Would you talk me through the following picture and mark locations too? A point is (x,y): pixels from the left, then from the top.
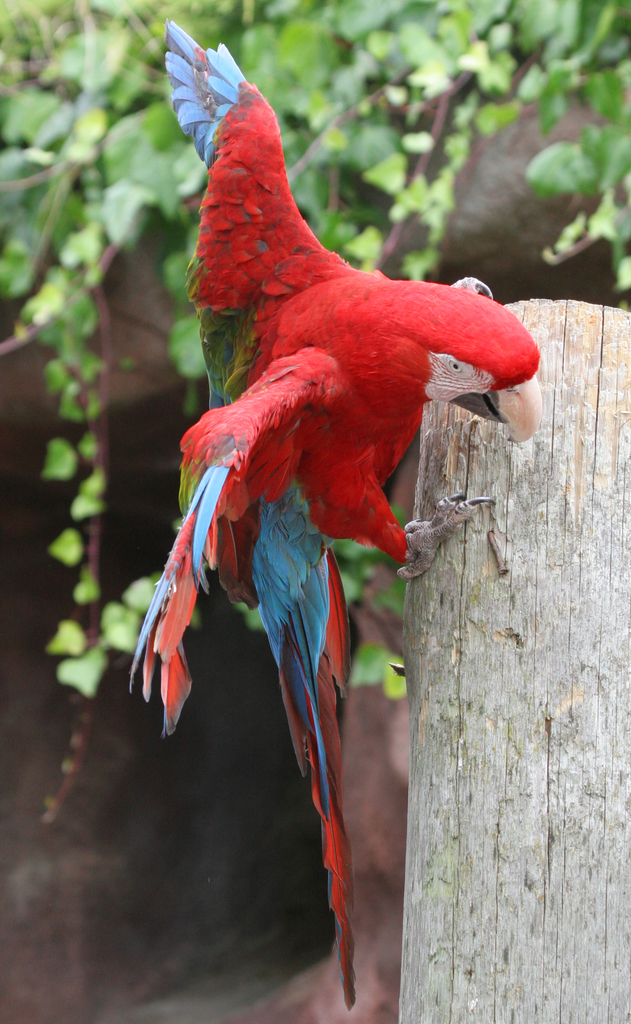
In the image in the center (416,655) we can see one wood (520,578). on the wood (522,587), there is a macaw (313,378), which is in green, red and blue color. In the background (607,140) we can see trees (333,188).
